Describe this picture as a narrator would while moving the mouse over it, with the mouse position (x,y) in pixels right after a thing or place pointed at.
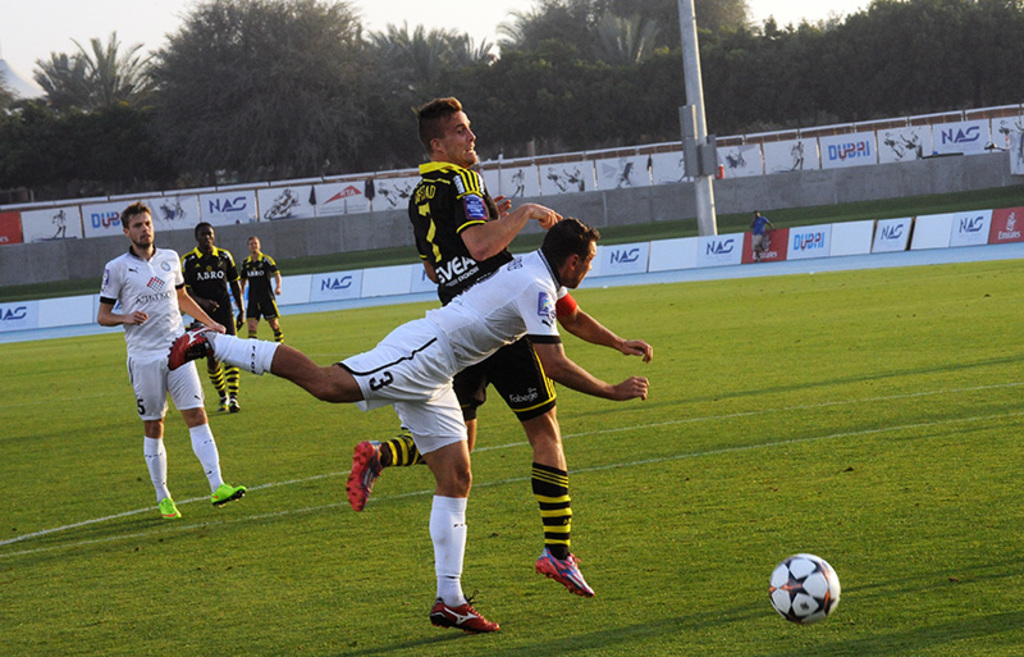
In this image people (537,395) are playing football on surface (762,474) of the ground (734,369). At the back side (160,147) there are trees (153,96).
